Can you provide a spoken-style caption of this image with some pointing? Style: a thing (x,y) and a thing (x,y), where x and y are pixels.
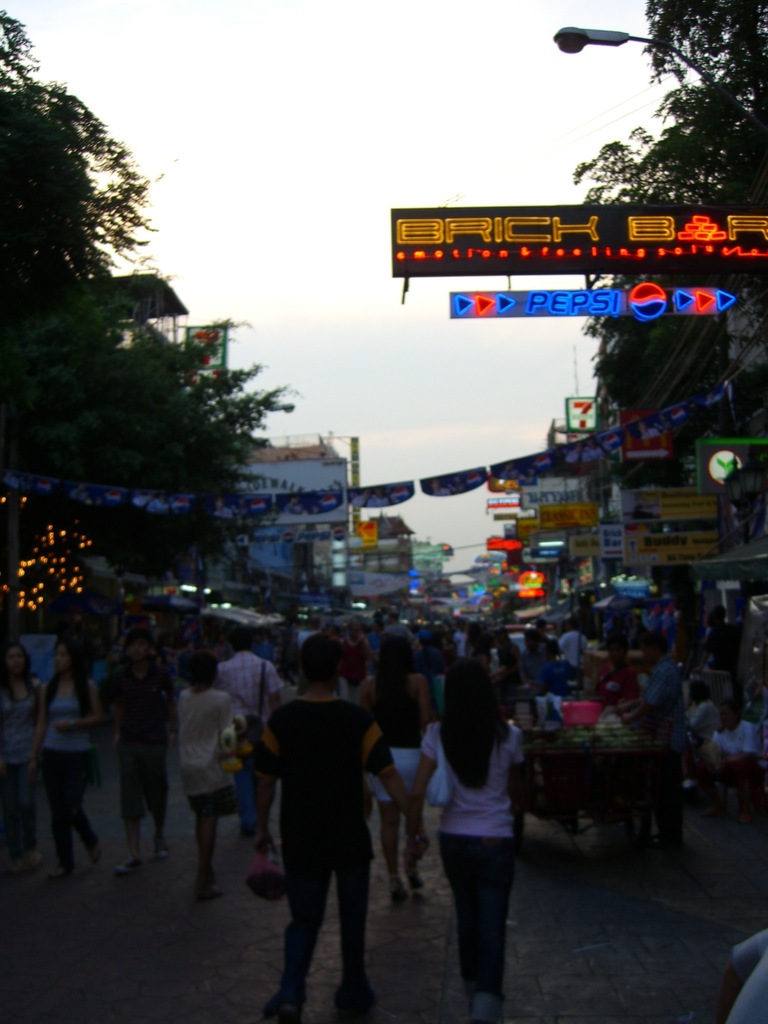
In this picture we can observe some people (350,715) walking. There are men (297,735) and women (451,758) in this picture. We can observe boards (529,242) and a street light pole (585,33). In the background (149,429) there are trees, buildings (393,544) and a sky (347,307).
